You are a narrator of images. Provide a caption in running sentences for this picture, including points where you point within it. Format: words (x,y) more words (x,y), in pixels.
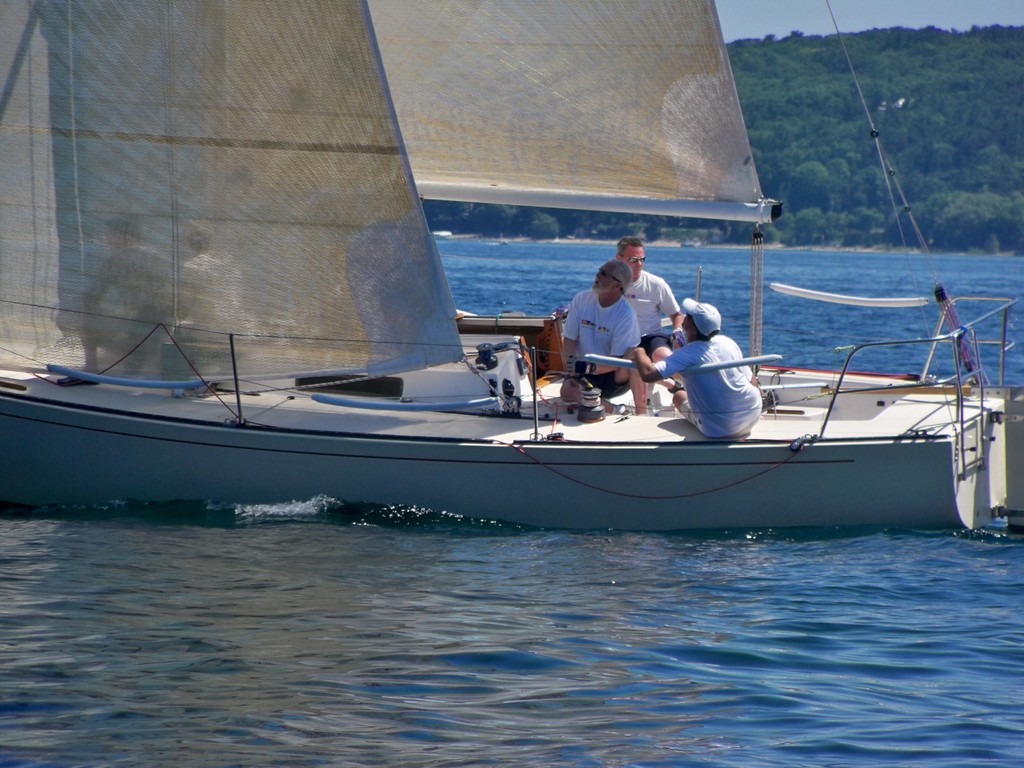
In this picture we can see three men (685,401) sitting on a boat (402,429) and this boat (569,407) is on water (224,610) and in the background (933,119) we can see trees (933,119), sky (870,3).
